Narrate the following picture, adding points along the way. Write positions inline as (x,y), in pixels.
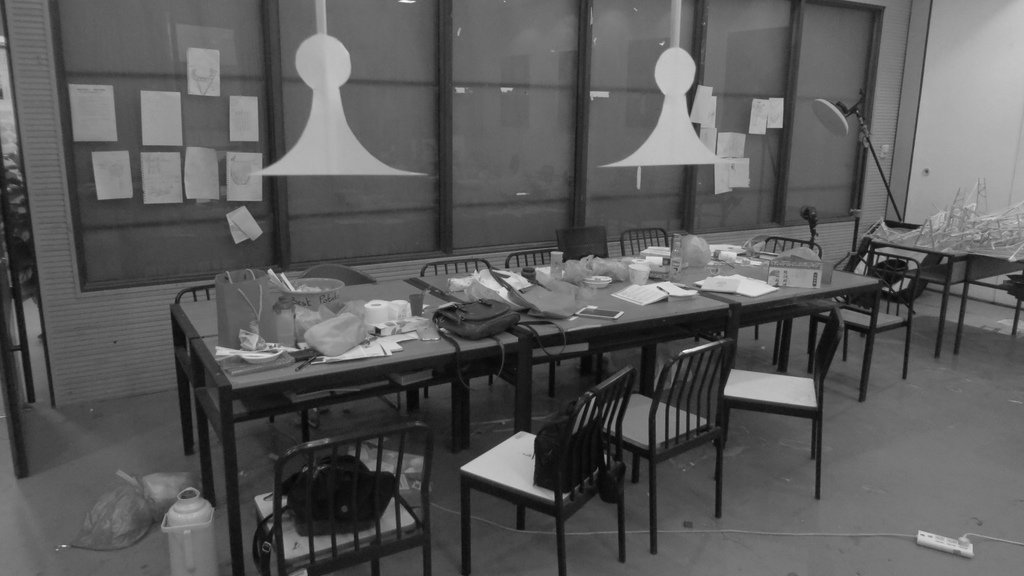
In this image there are some tables (635,315) and chairs (728,401) on the tables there are some papers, bags (240,299), cups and a phone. In the background (445,134) there are glass windows (495,134) and lights (313,155). At the bottom (958,481) there is floor (1016,512), on the floor (981,541) there are some wires (968,541), covers (157,505) and one bottle (195,517).
